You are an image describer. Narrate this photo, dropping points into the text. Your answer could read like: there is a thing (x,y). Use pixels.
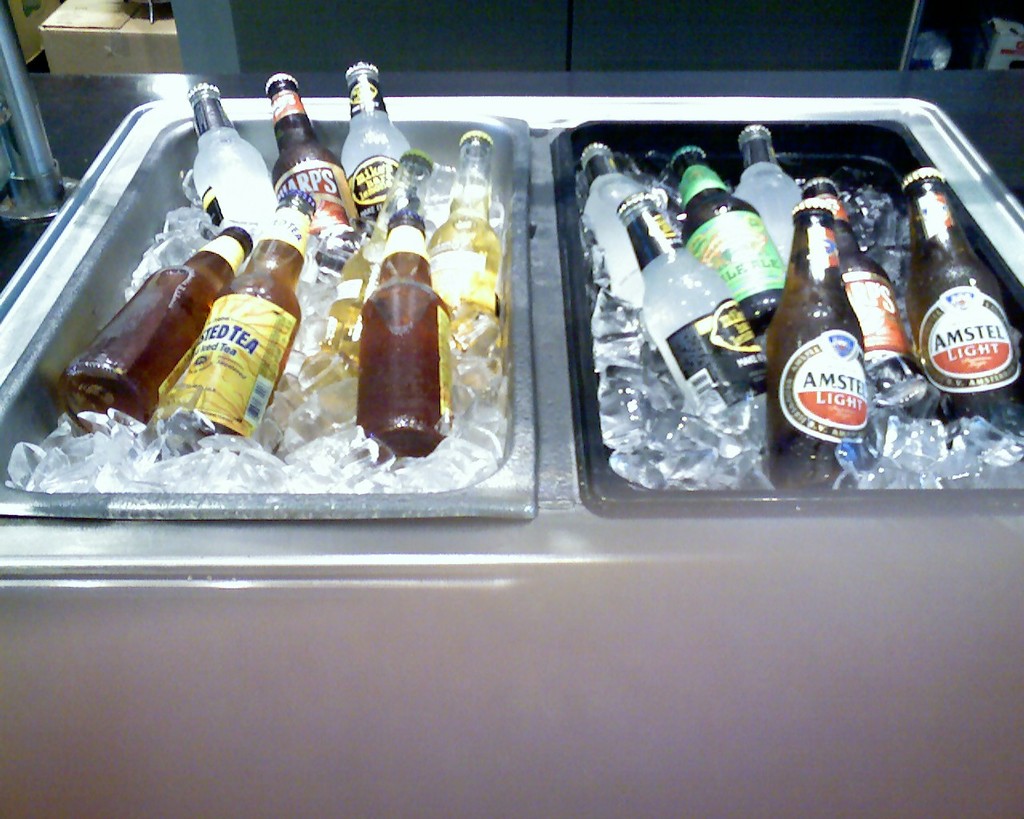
In this picture we can see a plenty of beer bottles (407,266) in ice (320,433), stored in a container (526,230), and here is the table (115,101).
